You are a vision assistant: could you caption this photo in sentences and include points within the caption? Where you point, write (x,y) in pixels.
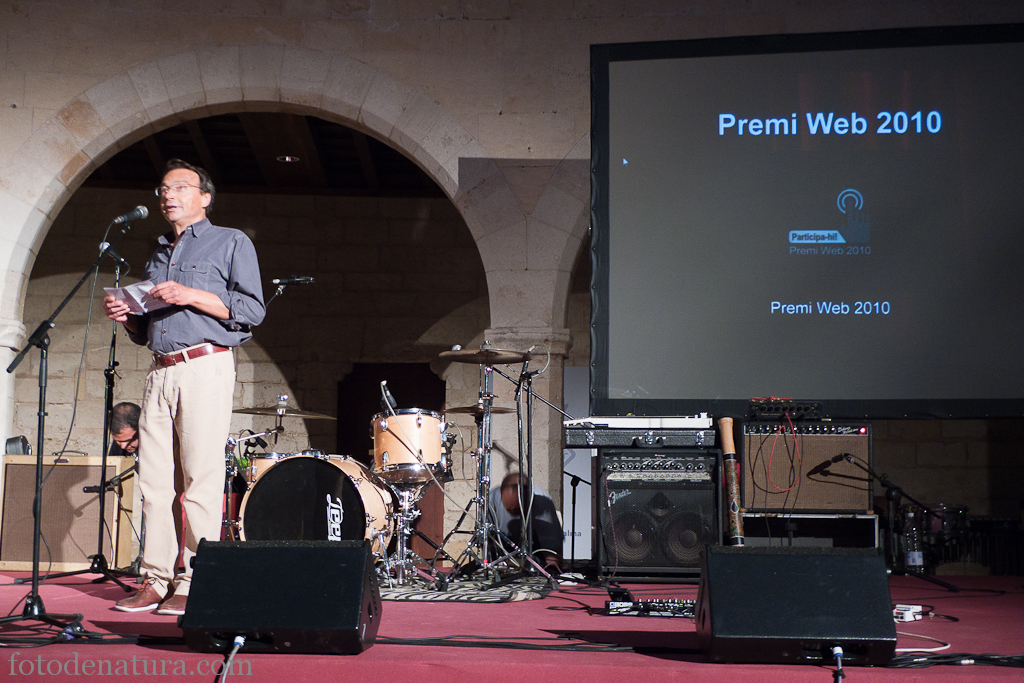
In this picture we can see a platform (401,657) and on the platform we can see one man (524,514) sitting in front of drums (425,474). These are electronic devices (682,548). On the background (103,118) we can see an arch (110,103) and a screen (807,276). Here we can see a man (166,204) standing in front of a mike (122,220) and talking something by holding a paper (137,303) in his hand (186,296).
